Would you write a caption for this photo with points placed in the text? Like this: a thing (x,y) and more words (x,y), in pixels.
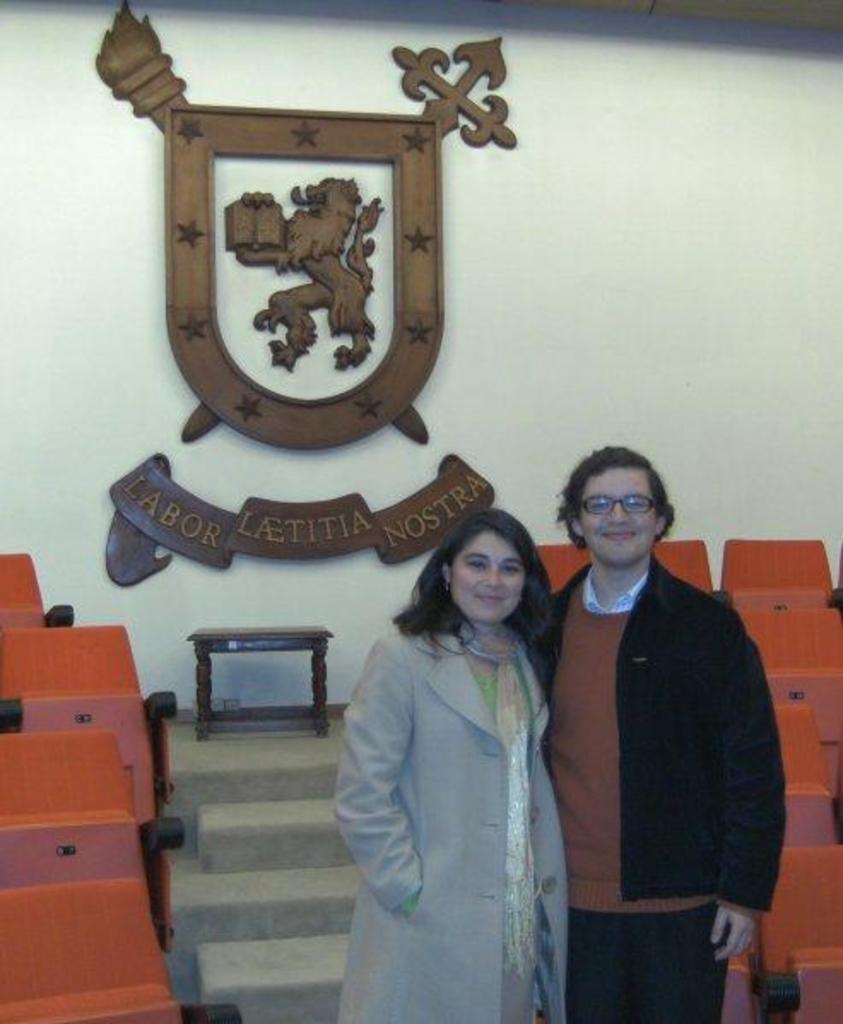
In this picture there are two people (506,691) standing and we can see chairs (820,866), steps (255,764) and emblem (440,167) on the wall (545,228).
